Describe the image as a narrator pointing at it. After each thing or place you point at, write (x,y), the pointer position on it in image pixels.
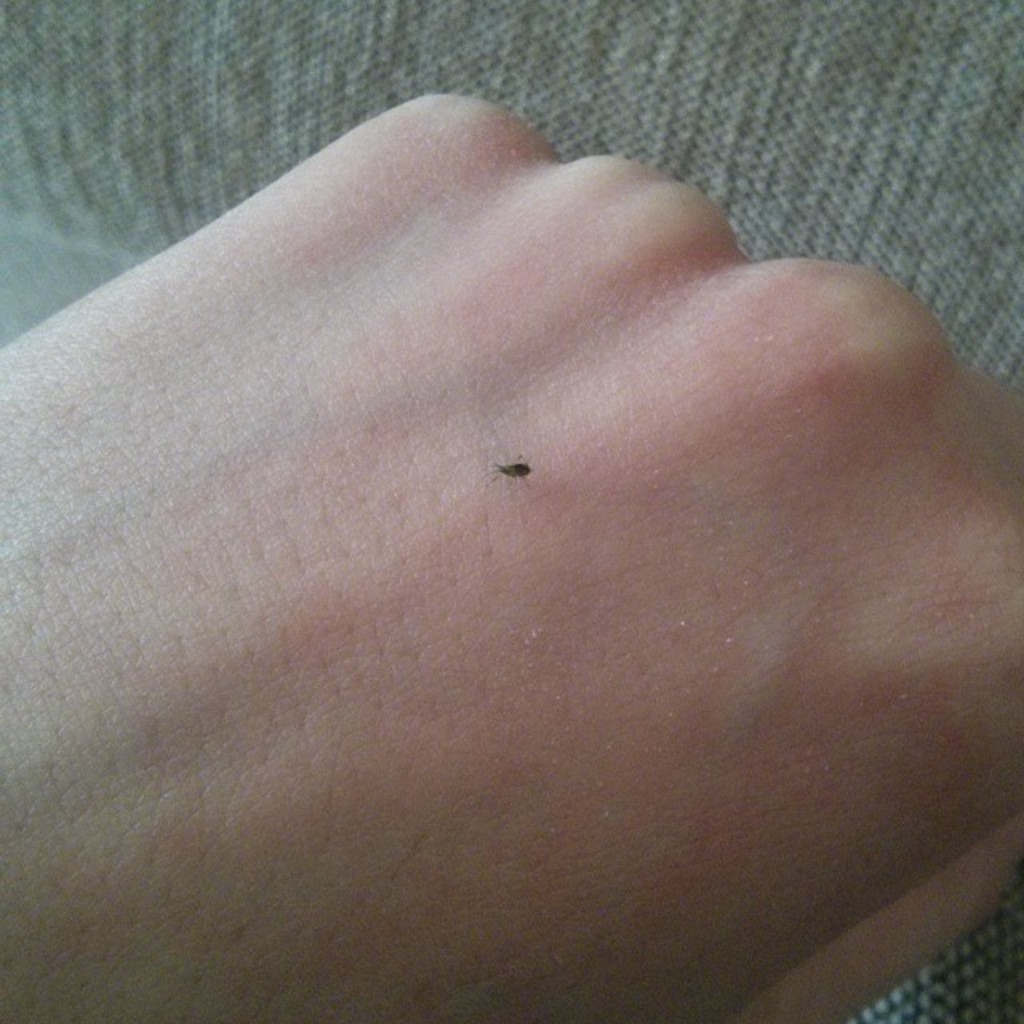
In this image, we can see the hand (417,477) of a person (422,471) with an insect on it. We can also see the background (943,83).
